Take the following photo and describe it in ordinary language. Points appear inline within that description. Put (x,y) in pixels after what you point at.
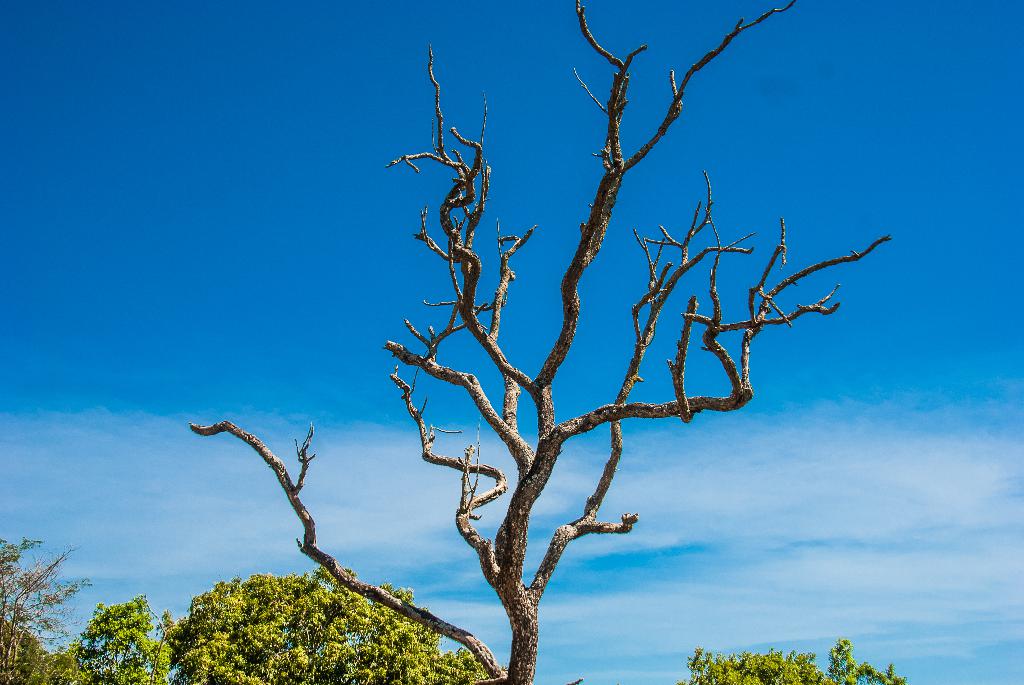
In this picture we can see trees (205,645) in the front (487,664), there is the sky (327,182) in the background (327,158).
